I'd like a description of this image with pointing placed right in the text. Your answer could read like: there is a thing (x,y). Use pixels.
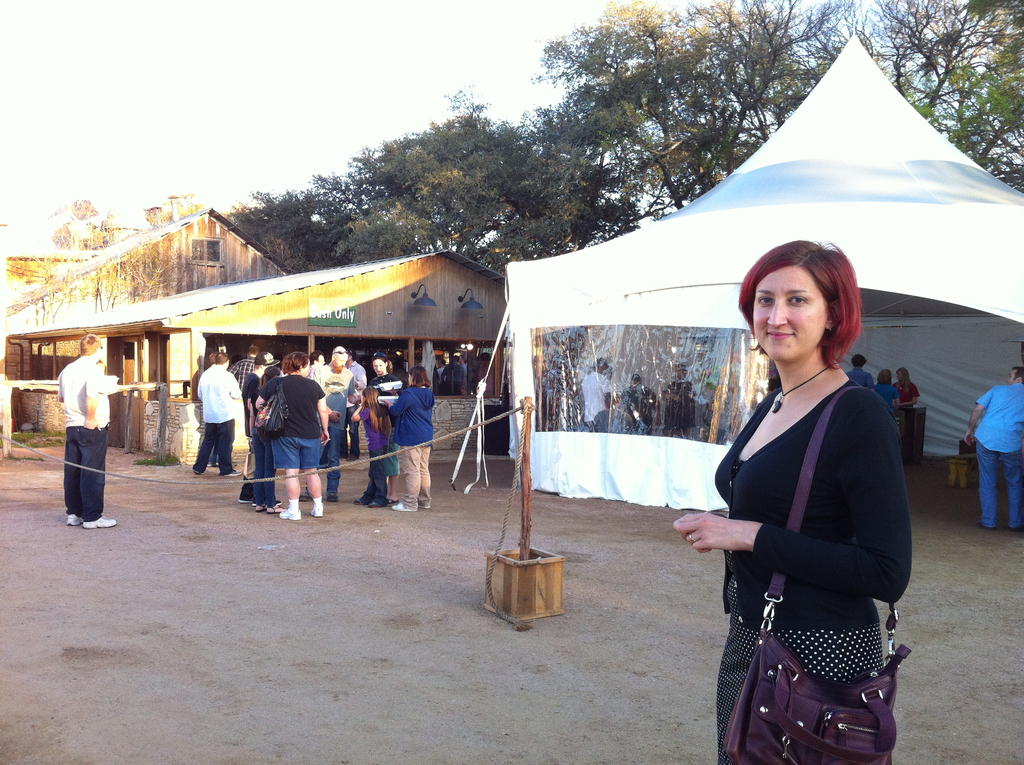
In this image, on the right side (842,309), we can see a woman (857,500) wearing a black color shirt (854,504) and she is also wearing handbag (888,718). On the right side (916,170), we can see a tent (910,206), under the tent (733,374), we can see a group of people (1000,387). On the left side (70,376), we can see a group of people (332,376). In the background (267,309), we can see a house (430,352), window (451,377), trees (358,213). At the top (267,91), we can see a sky (268,85), at the bottom (546,730), we can see a road (487,521) and a land (204,599) with some stones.
